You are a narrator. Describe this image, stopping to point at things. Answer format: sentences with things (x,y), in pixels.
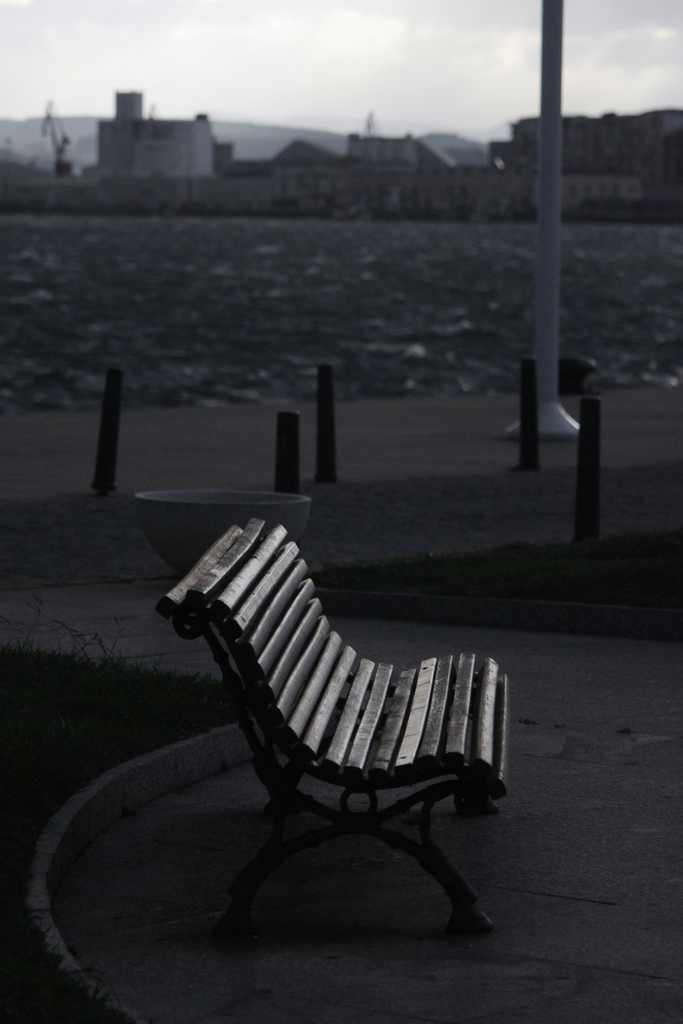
In this image I can see the bench (405,752). In the background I can see few poles (112,452), houses (675,169) and the image is in black and white.
